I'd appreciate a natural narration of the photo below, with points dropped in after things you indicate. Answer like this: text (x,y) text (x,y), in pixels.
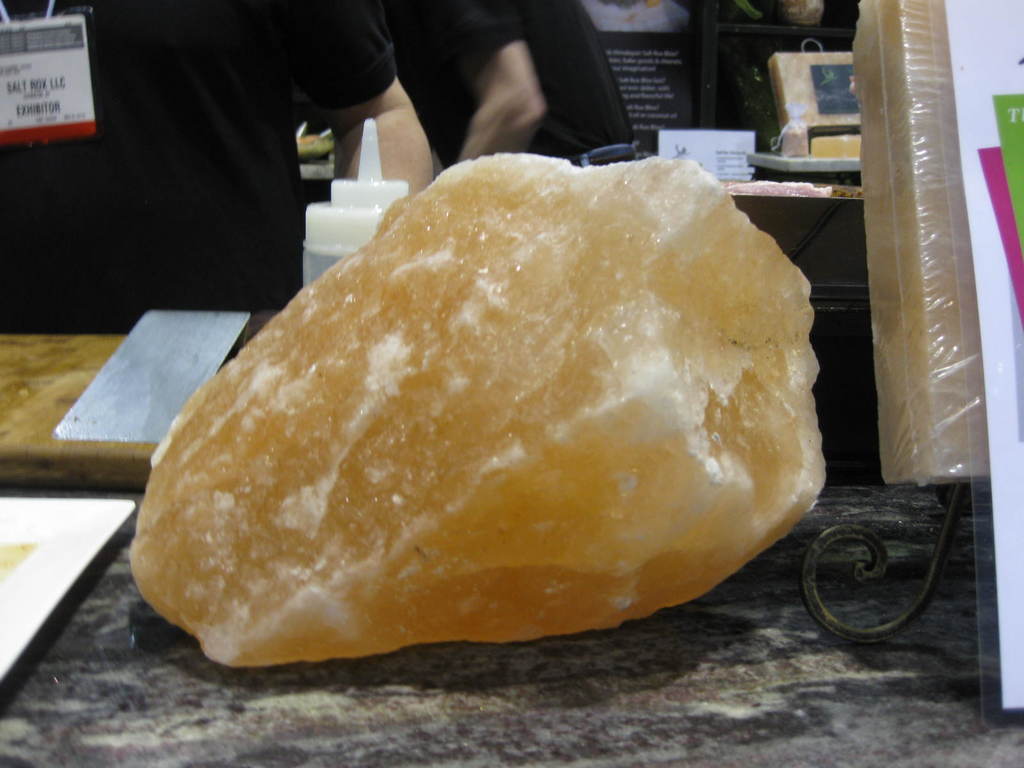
Here we can see bottle (343,243) and some objects (480,470) on tables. Background (555,49) we can see people (369,104) and objects (718,143) on the table (791,157).
